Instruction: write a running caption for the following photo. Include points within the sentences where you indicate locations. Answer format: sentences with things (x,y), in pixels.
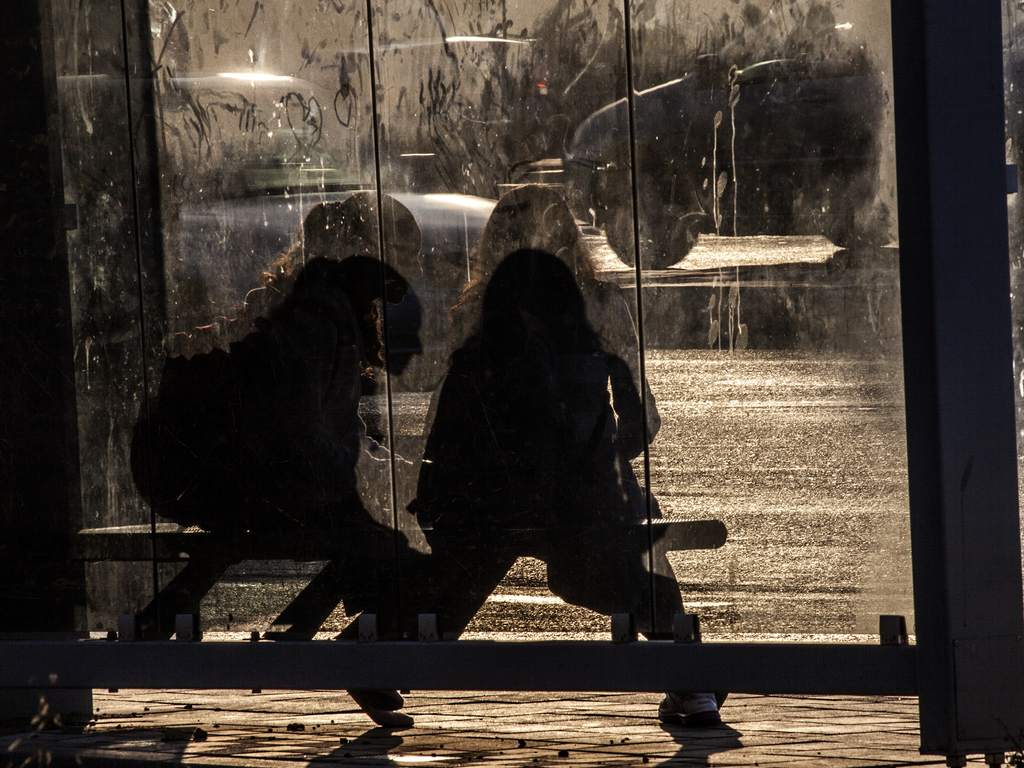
In this picture we can see few people (416,287), glass (477,164) and few vehicles (637,138).
